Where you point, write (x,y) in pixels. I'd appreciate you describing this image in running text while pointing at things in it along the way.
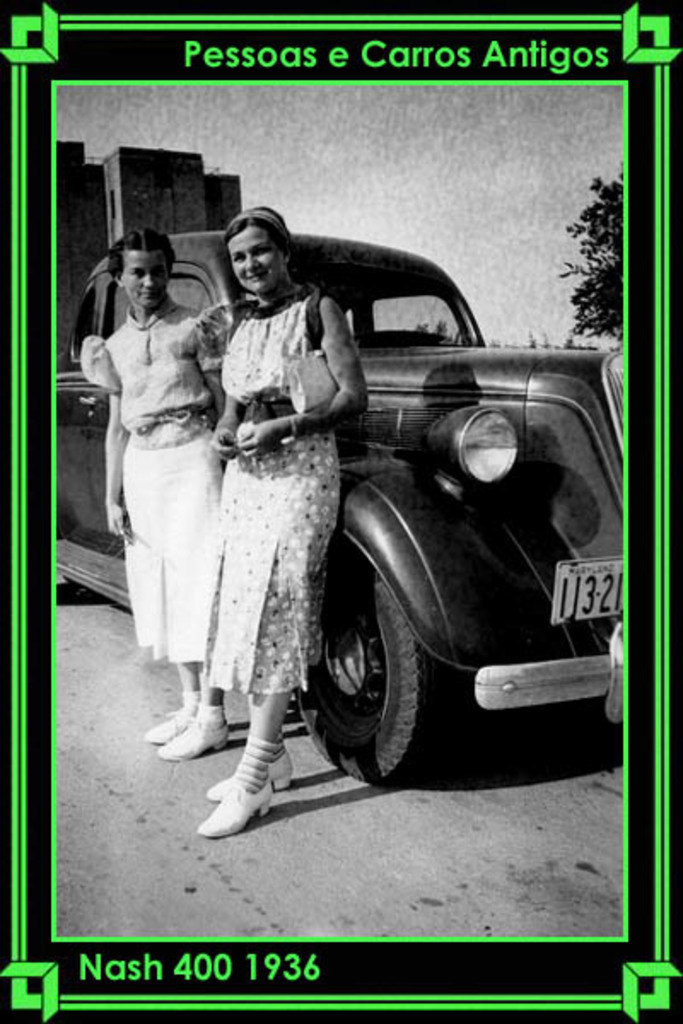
This is an edited image there are borders (495,1009) at the corners of the image. In the center of the image (327,679) there is a car (402,287). There are two women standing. In the background of the image (107,220) there is a building (193,219). There is a tree (576,306).
